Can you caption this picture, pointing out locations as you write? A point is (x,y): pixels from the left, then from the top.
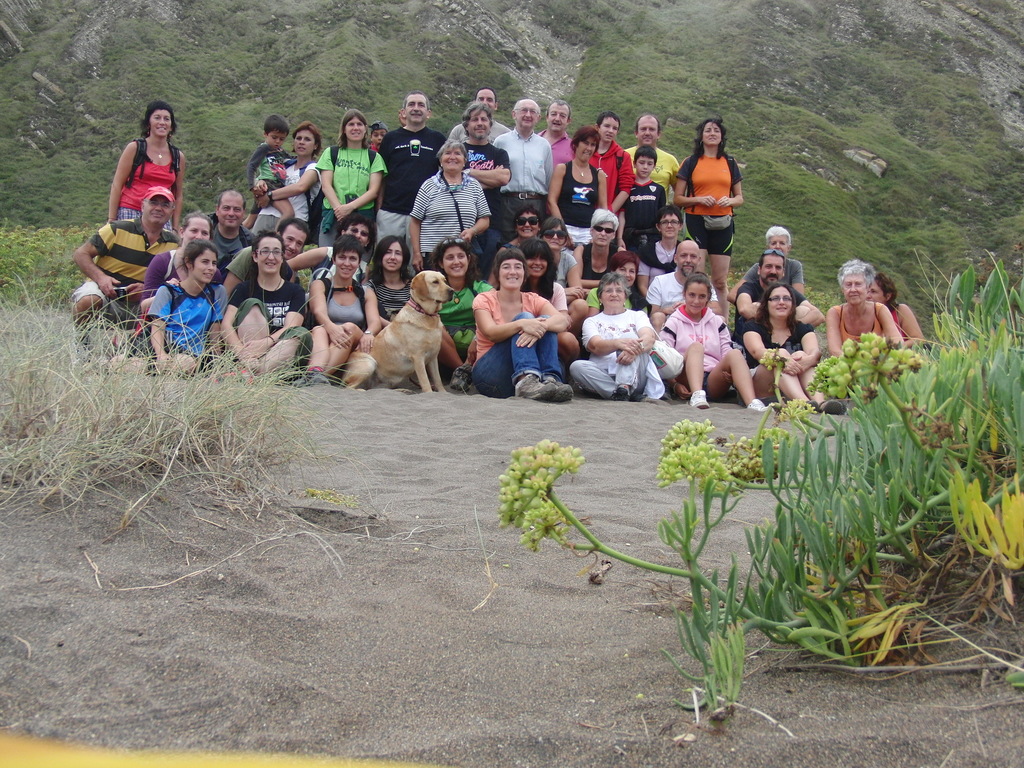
On the left side (173,413), there's grass (159,383) on the sand surface (148,592) of a ground (641,498). On the right side (848,459), there are plants (884,481) having flowers (522,467) on the sand surface (606,506) of a ground (574,511). In the background (860,293), there are persons (890,282) in different color dresses (458,321) smiling, some of them are sitting and remaining are standing on the sand surface (88,549). And there are trees (85,194) and plants (640,81) on the mountain (803,47).
